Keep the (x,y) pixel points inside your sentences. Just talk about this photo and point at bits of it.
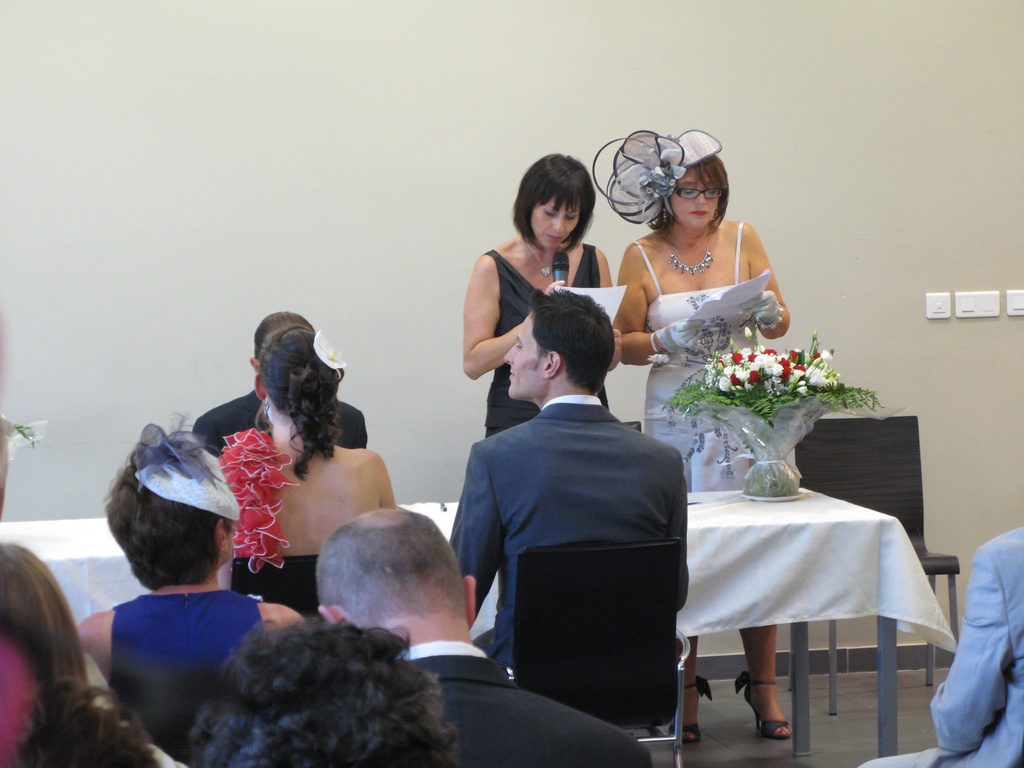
In the picture there are many people (440,635) sitting on the chair (519,627) two people (507,633) are sitting in front of a table (437,508) two people (682,236) are standing in front of a table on the table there was a flowers vase (780,378) a woman (563,281) is talking in a microphone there is a wall (318,121) behind the women (776,309).
